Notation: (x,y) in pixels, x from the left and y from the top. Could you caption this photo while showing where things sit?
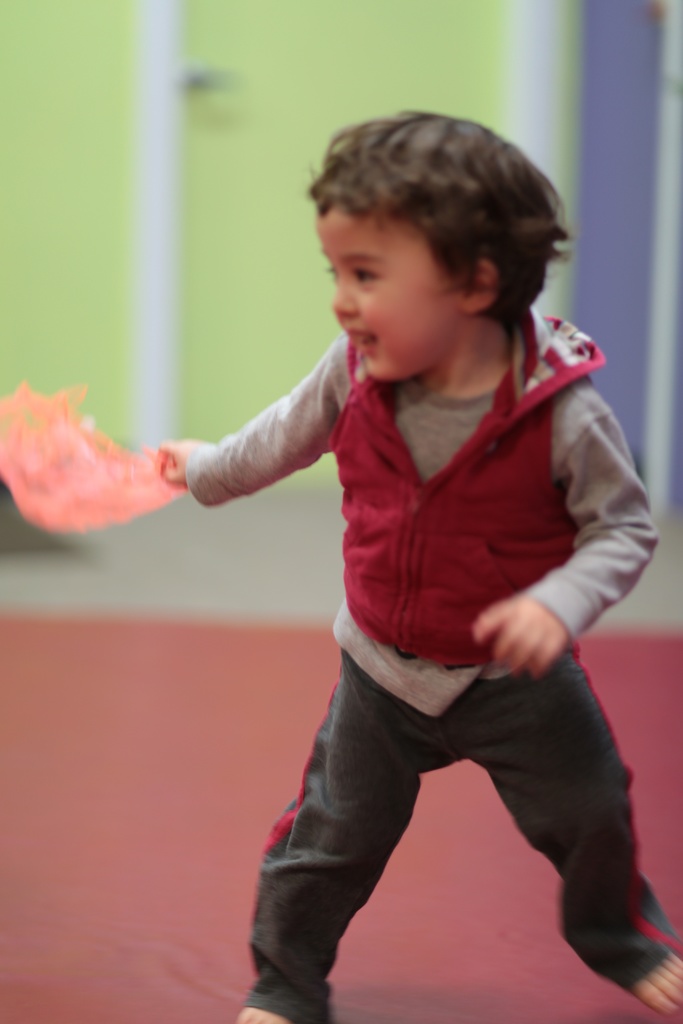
In this picture we can see a kid (354,808) wearing a dress (575,362) and he is holding a cover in his hand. Background (634,389) portion of the picture is blur and at the bottom portion (627,685) we can see a red carpet (200,657) on the floor (173,791).
